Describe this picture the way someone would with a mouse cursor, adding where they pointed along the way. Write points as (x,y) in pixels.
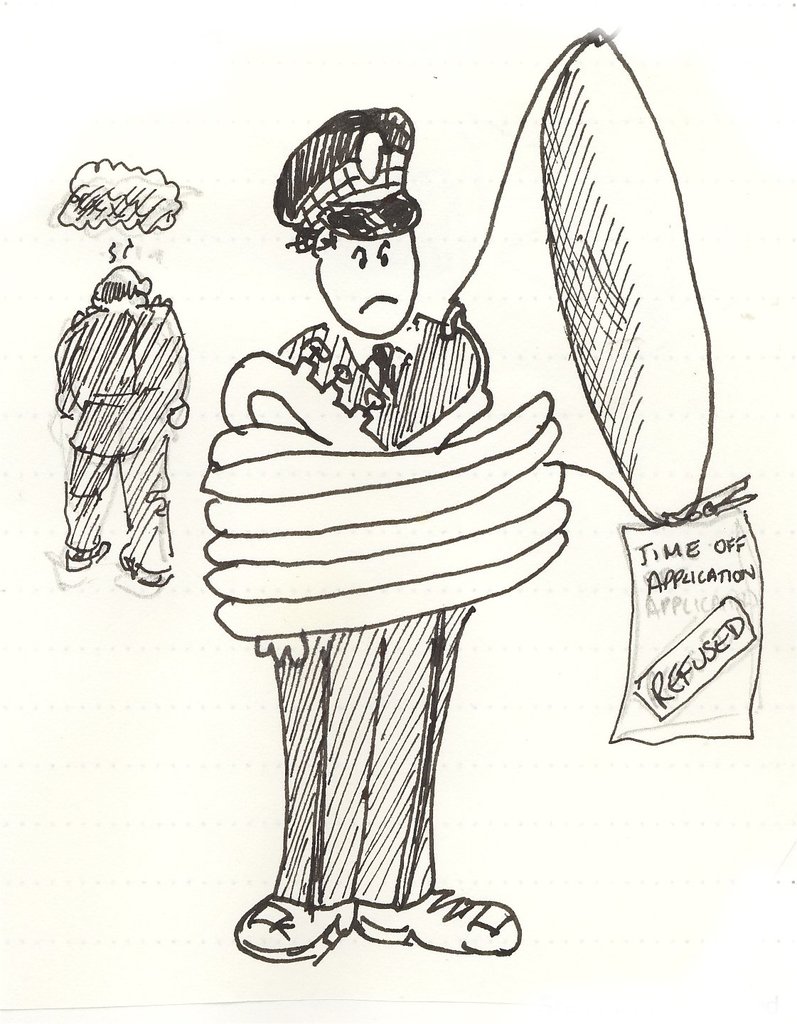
In this image we can see drawings (314,546) of person (383,434) and some text (686,607).
